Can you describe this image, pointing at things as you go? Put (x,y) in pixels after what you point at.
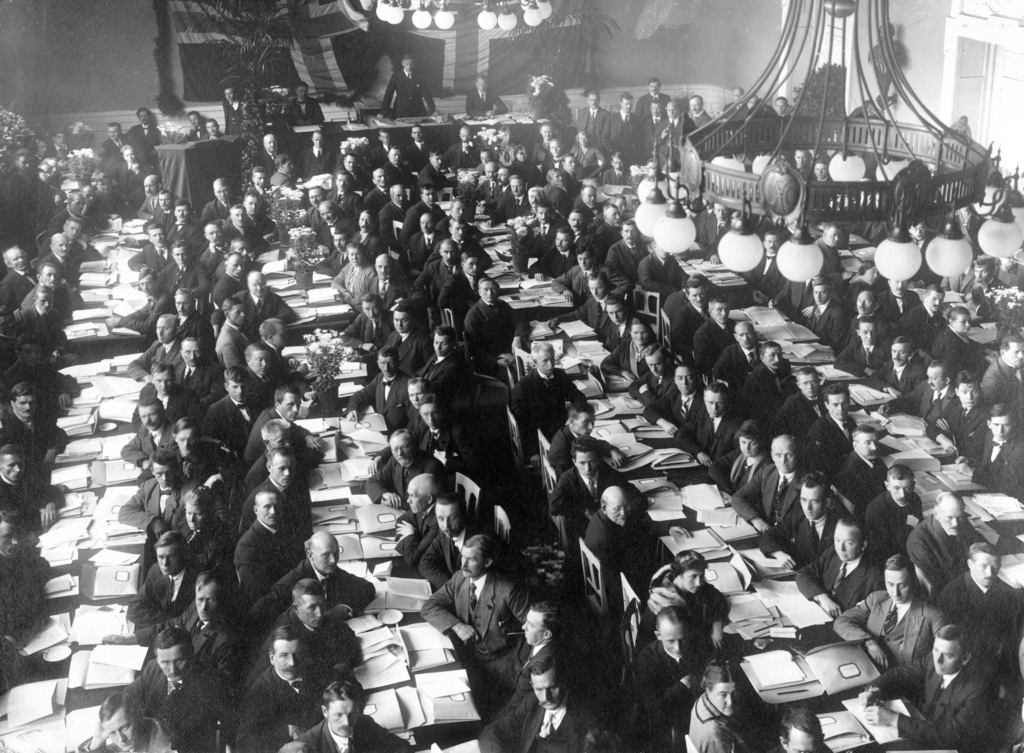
This is a black and white image, where we can see men (233,388) sitting near the table (51,678) on which papers (86,628) and envelopes (435,713) are on it. On the right top (839,159), there is a chandelier (839,158). In the background (141,130), there are men (228,120) few are sitting and few are standing, a flag (186,41), wall (114,45) and the plants (272,36).
